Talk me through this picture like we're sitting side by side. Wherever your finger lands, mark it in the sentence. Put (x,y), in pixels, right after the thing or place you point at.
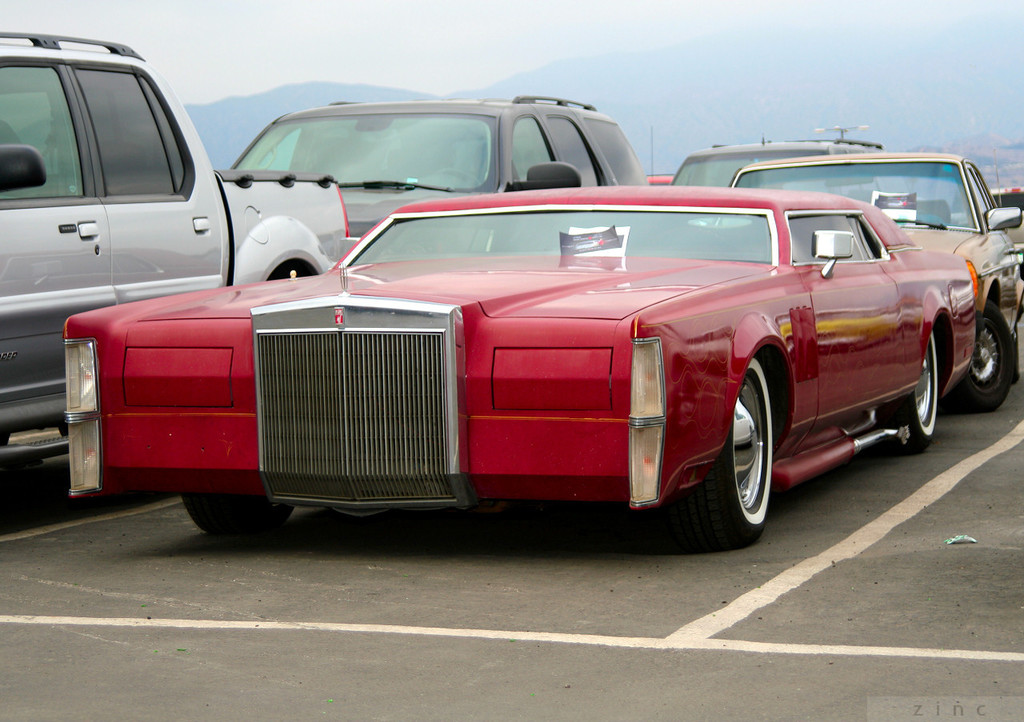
In this image there are vehicles (528,330) on a road (390,670), in the background (583,75) there are mountains (633,115).
